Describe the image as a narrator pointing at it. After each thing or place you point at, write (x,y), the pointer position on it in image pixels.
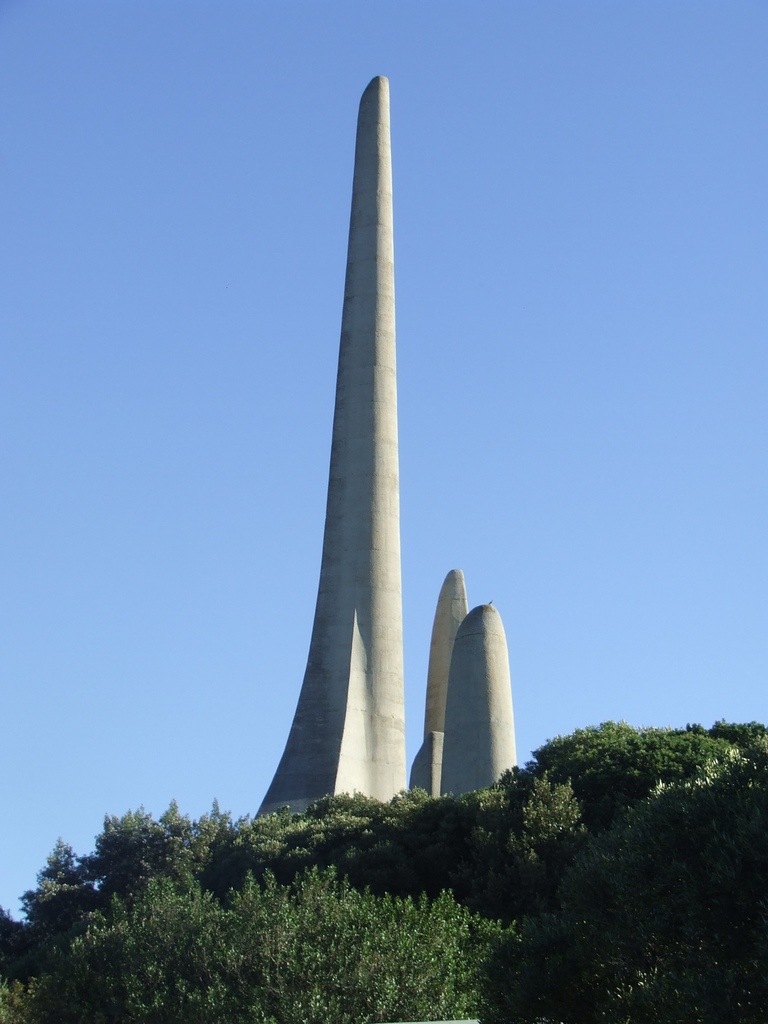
In this image there is a big cement pillar (368,440) in the middle (352,547). Beside it there are two other small pillars (462,672). At the bottom (524,856) there are plants (465,861). At the top (626,185) there is sky (644,182).
